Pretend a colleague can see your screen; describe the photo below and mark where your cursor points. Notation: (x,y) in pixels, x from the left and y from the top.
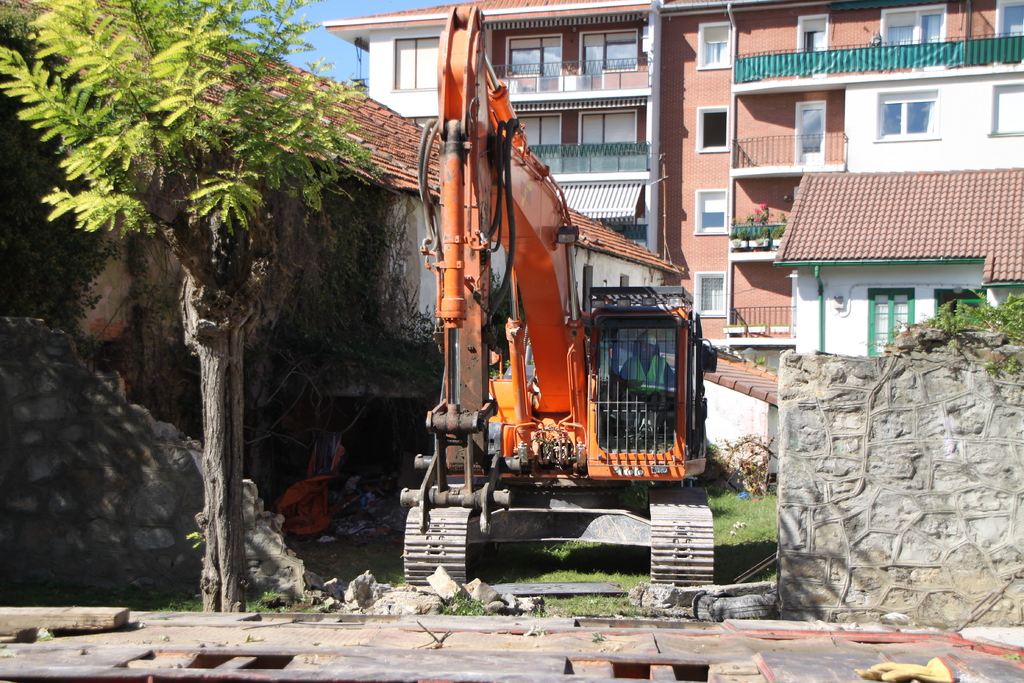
This is an outside view. In the middle of the image (480,352) there is a bulldozer (506,399). On the left side (209,394) there is a tree (204,316). On the right (885,395) and left sides of the image I can see the walls (49,439). In the background (803,227) there are some buildings (751,198).
